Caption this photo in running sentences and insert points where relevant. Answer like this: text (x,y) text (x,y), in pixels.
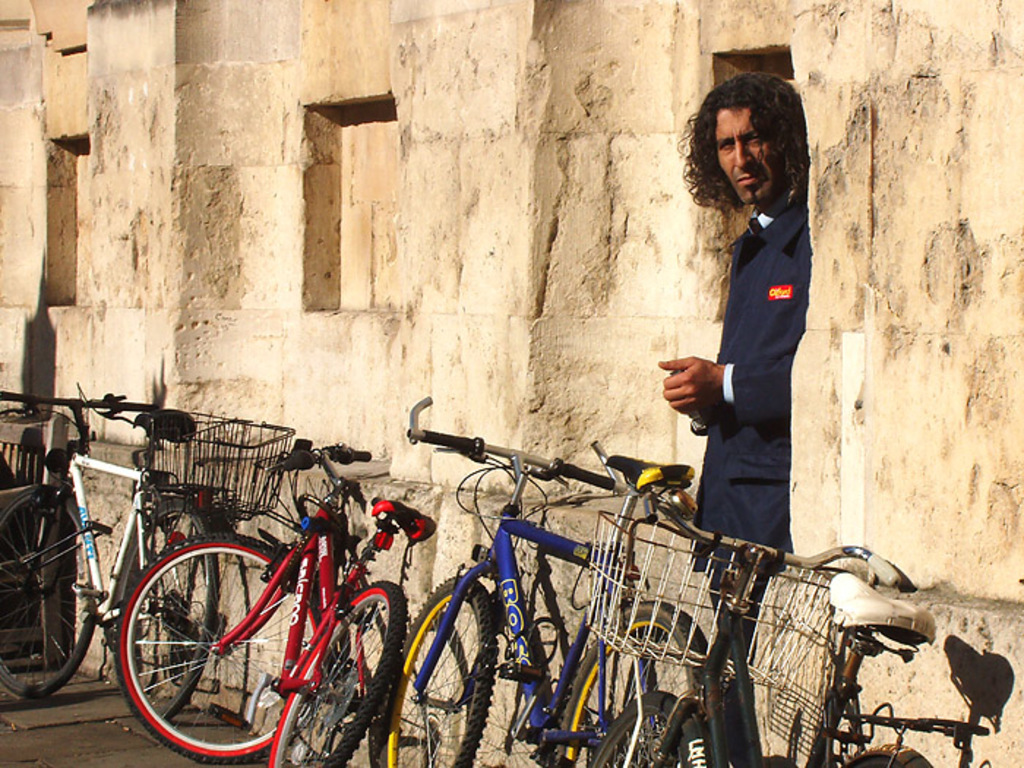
In this image we can see bicycles (344,624) on the road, a man (756,396) standing on the floor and a wall (394,191) build with cobblestones (420,279).
